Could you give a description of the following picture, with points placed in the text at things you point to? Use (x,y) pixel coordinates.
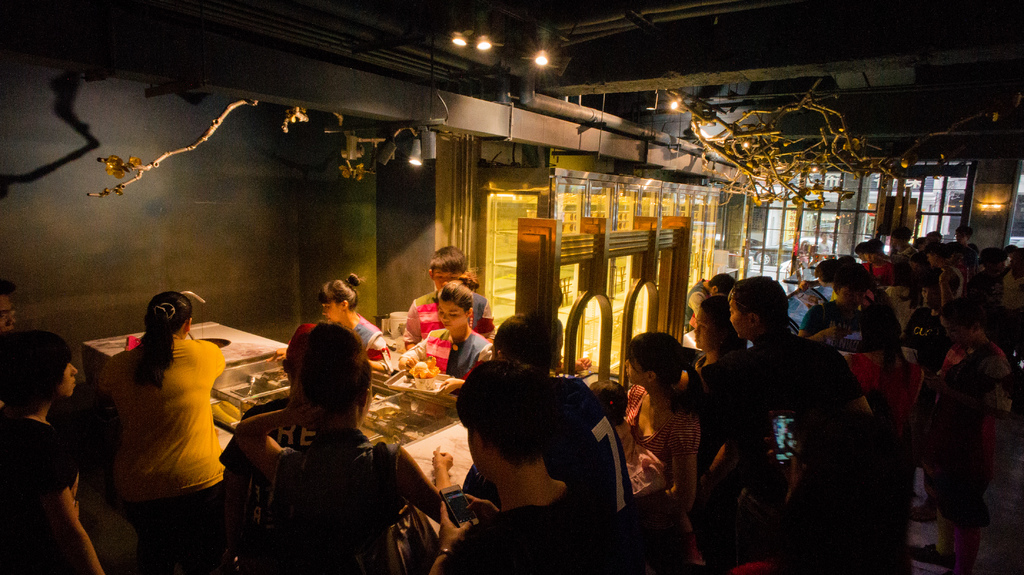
In this image I can see number of persons (744,394) standing and I can see a table (456,447) in which I can see few food items (256,385). In the background (765,121) I can see the wall (136,228), a tree (755,135), the ceiling (711,58), few lights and the glass doors (774,215) through which I can see another building (833,208), a person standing and few vehicles (753,247) on the road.
